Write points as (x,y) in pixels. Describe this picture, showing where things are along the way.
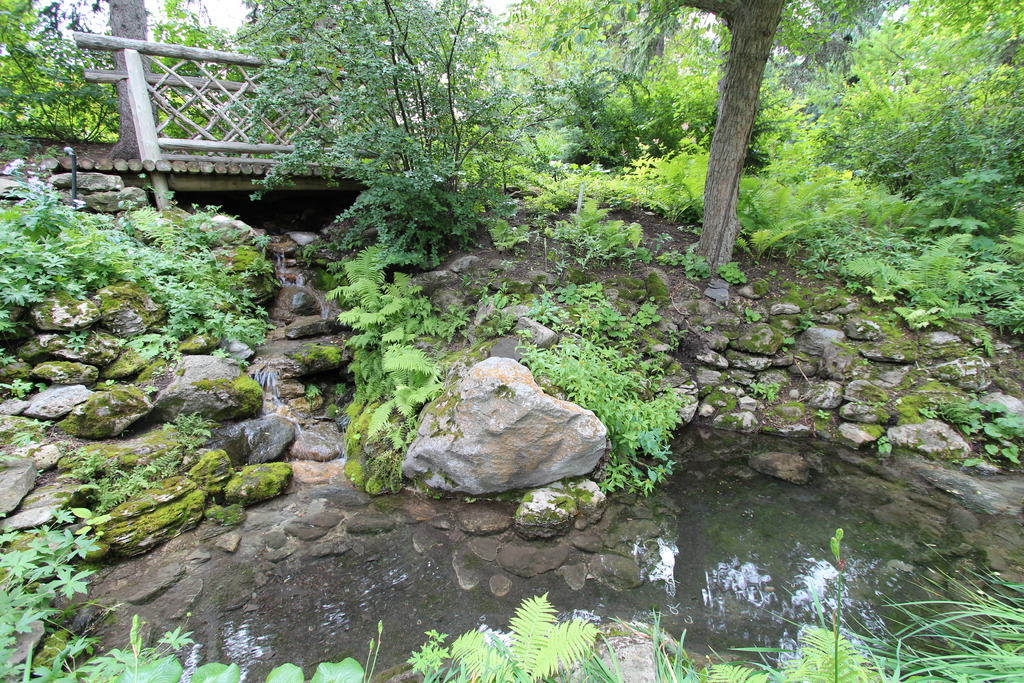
In the picture I can see water (506,537) and there are few rocks (475,515) and plants (359,345) around it and there is a fence (231,114) and few trees (675,31) in the background (711,113).
